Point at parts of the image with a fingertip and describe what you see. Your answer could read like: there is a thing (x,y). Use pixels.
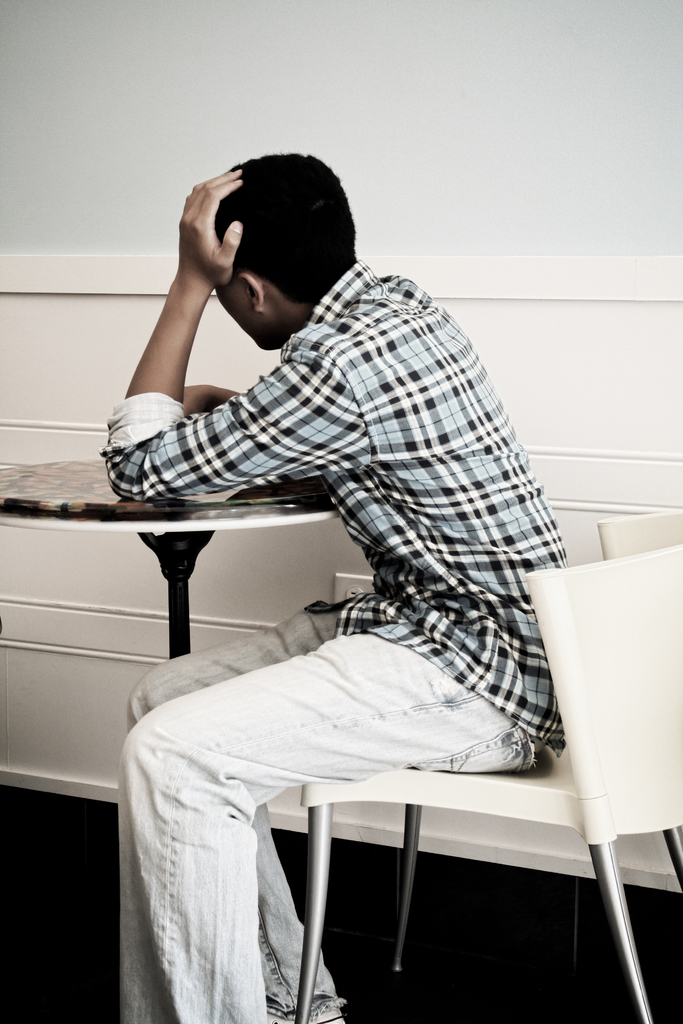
In this picture we can see a man (392,607) wearing checked shirt (378,470), sitting on chair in front of a table (262,518). This is a floor (509,975). This is a wall (370,94).
